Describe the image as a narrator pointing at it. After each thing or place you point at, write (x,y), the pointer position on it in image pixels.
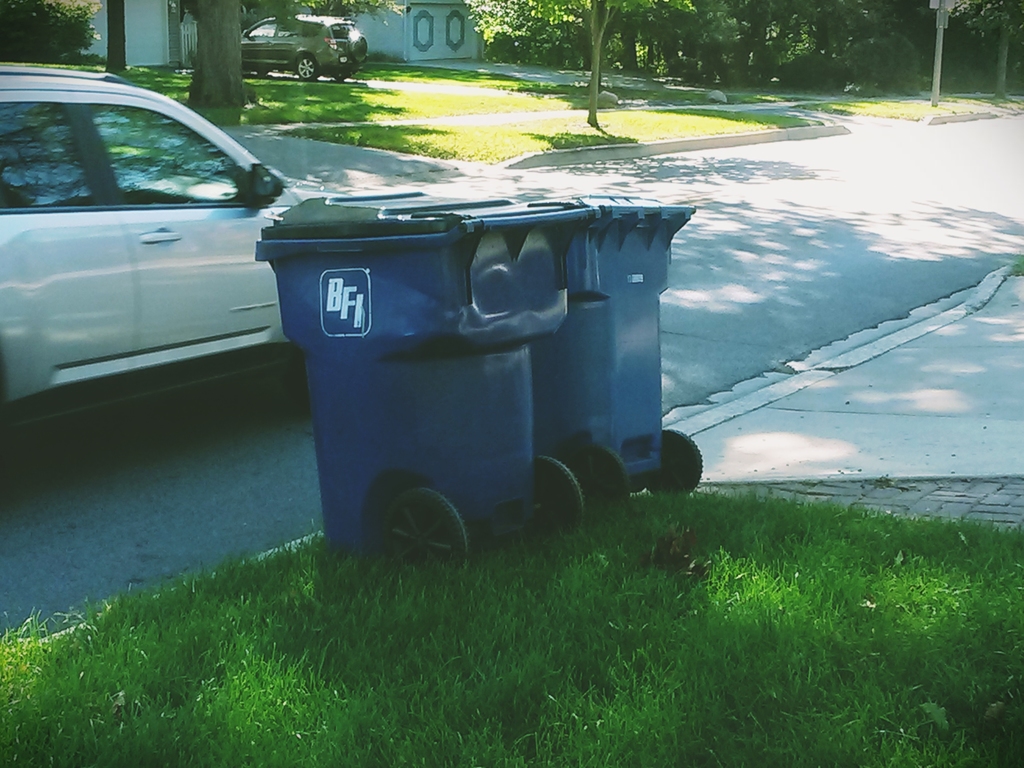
At the center of the image (541,330) there are two dustbins (508,378) on the surface (505,629) of the grass (448,621), there is a vehicle (135,288) on the road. In the background (421,21) there is a building (381,18) and a vehicle (331,49) is parked, in front of the building (459,30) there are trees (619,58).
